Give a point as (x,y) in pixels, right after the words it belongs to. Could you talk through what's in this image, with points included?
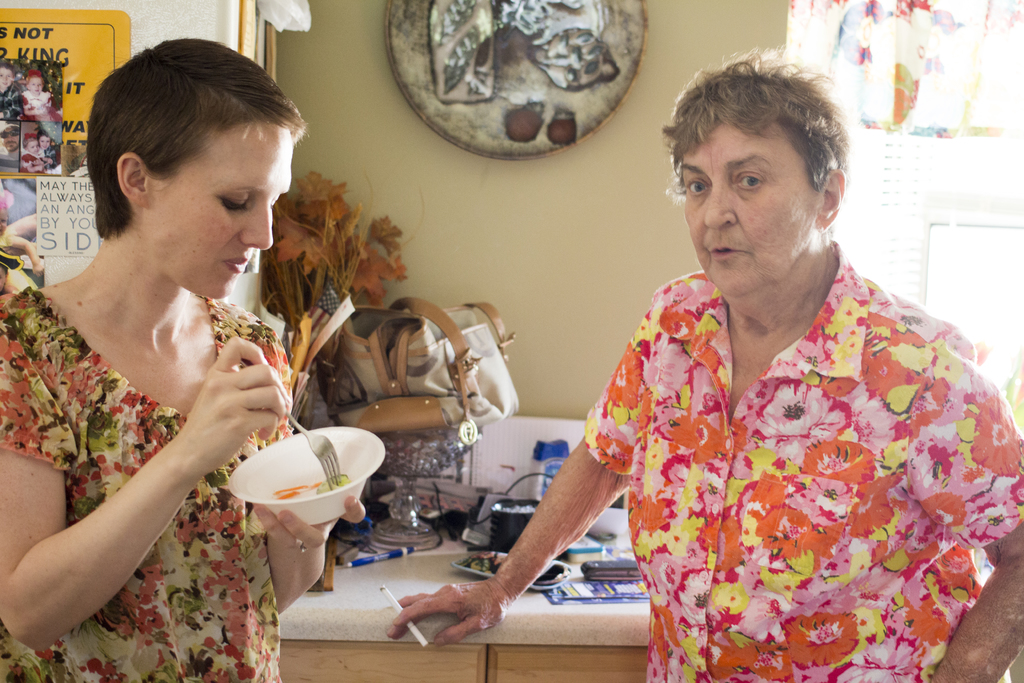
In this picture we can see there are two people (125,650) standing in the kitchen (571,571) and a person (659,568) is holding a cigarette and the woman (143,511) is holding a bowl (243,470) and a fork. Behind the people (511,588) there is a cabinet (331,645) and a wall (521,262) and on the cabinet (317,670) there is a flower vase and other items (506,435).
